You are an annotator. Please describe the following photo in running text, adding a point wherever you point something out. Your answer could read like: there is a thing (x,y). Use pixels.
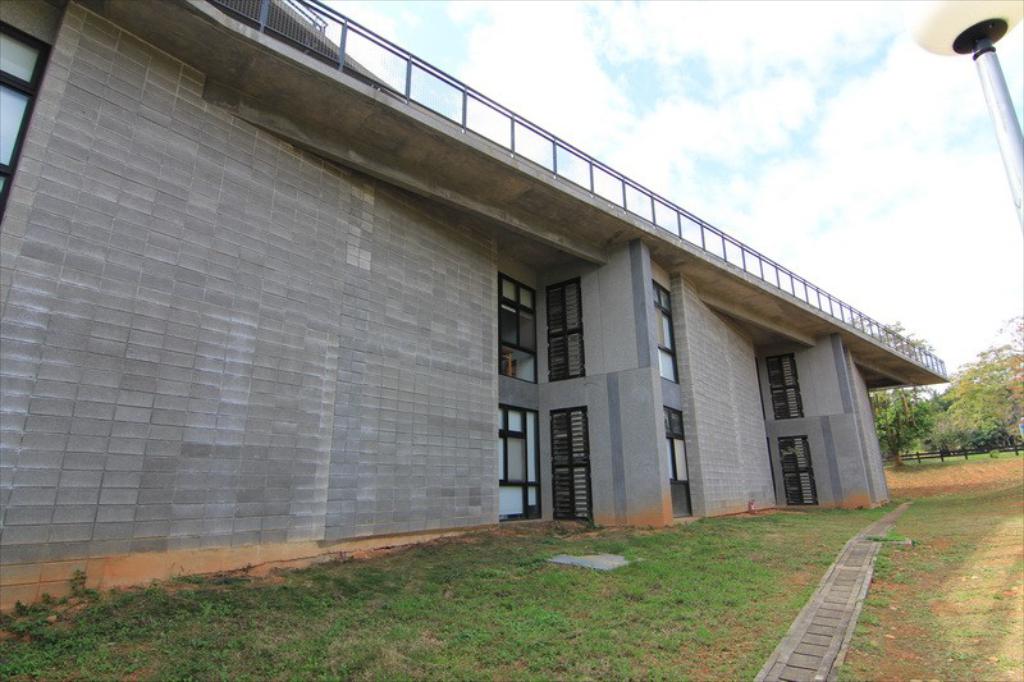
In this image I can see a building (523,404) on the left (329,304). It has doors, windows (535,479) and fence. There is a pole (1023,165) on the right (1023,179) and trees (968,429) at the back (1002,405). There is sky (773,79) at the top (681,57).
